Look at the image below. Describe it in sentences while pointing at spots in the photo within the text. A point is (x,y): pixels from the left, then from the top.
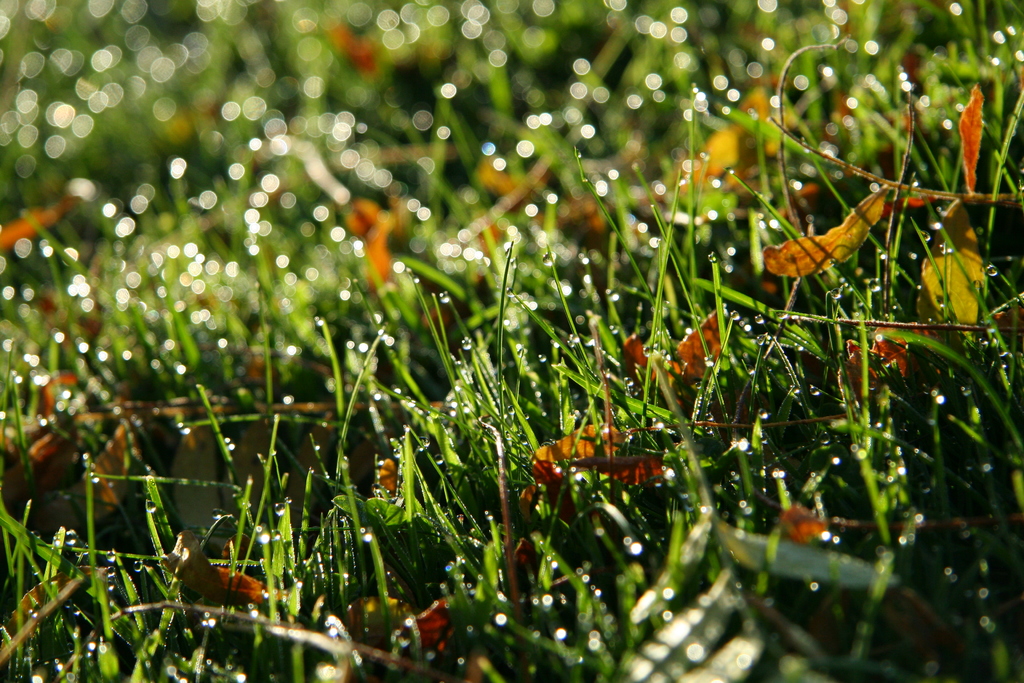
In this image, I can see the grass (316,561) with the water drops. I think these are the dried leaves (810,267). The background looks blurry.
